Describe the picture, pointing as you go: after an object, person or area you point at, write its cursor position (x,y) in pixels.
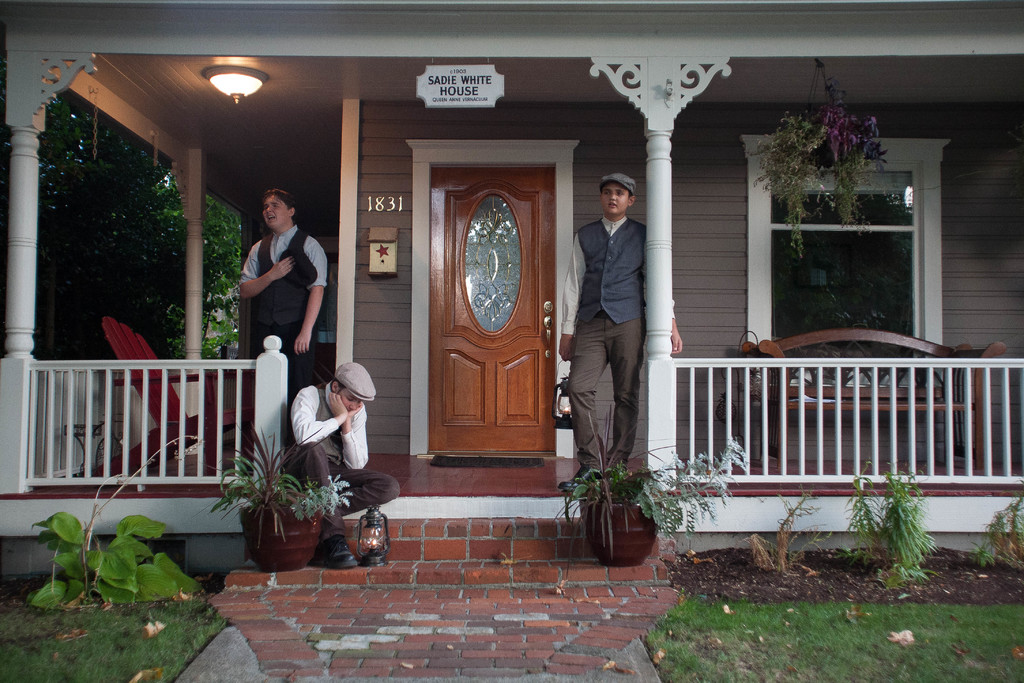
At the bottom of the image (728,663) there is grass (765,665). There is pavement (261,608). There are plants (648,496). In the background of the image (462,386) there is a house (431,367). There is a door (448,439). There is a fencing (263,372). There are three boys (340,383) in the image. There is a name board (448,106) at the center of the image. At the top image there is ceiling (190,85) with lights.
